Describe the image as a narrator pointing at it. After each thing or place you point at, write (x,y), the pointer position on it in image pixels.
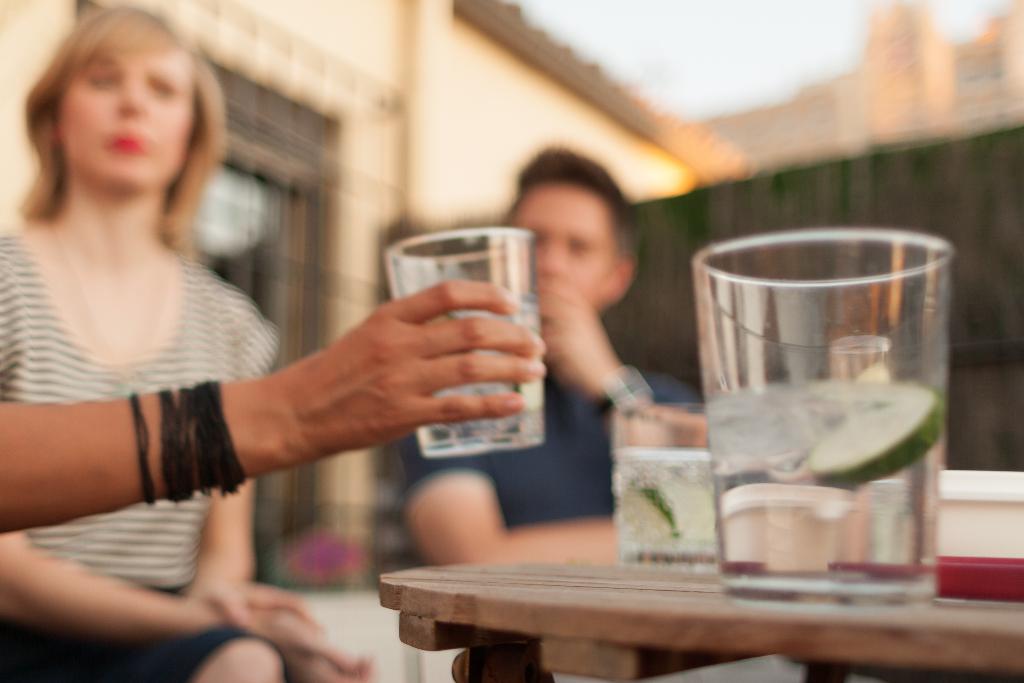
In this image a person (376,358) holding a glass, a woman (117,53) and man (407,456) sitting in the chair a table (588,578) with glass (817,548) containing water (819,532) and lemon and at the back ground (1001,42) there is a building (621,117) and sky (618,63).
